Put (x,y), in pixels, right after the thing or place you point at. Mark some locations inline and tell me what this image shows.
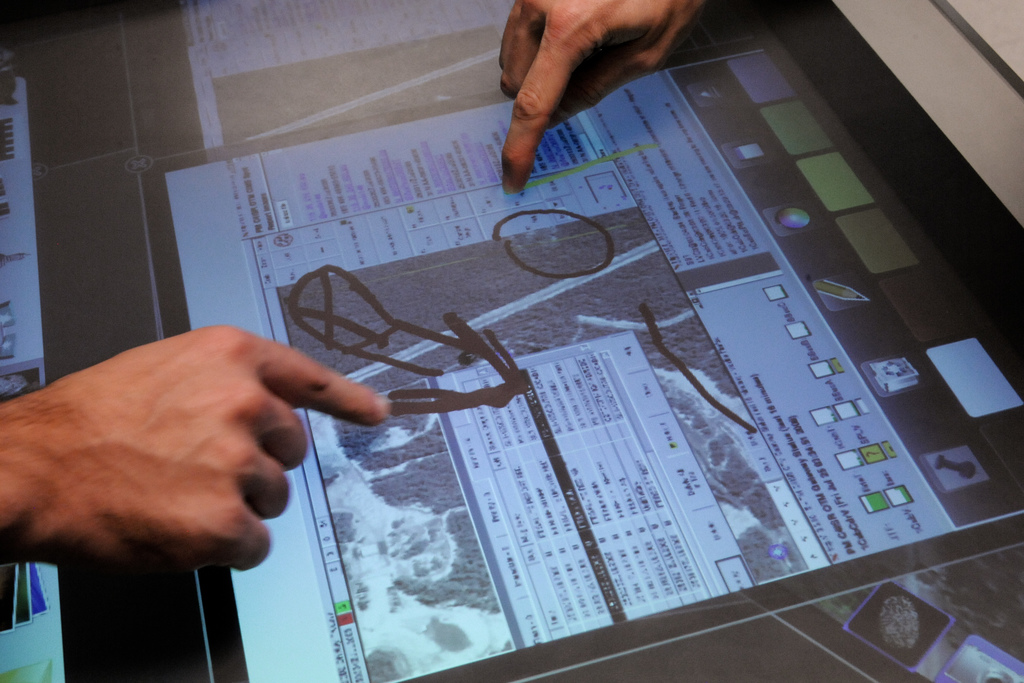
In the picture we can see a touchscreen (898,443) on the desk (935,93) and some persons hands (146,482) on it marking something on it.
